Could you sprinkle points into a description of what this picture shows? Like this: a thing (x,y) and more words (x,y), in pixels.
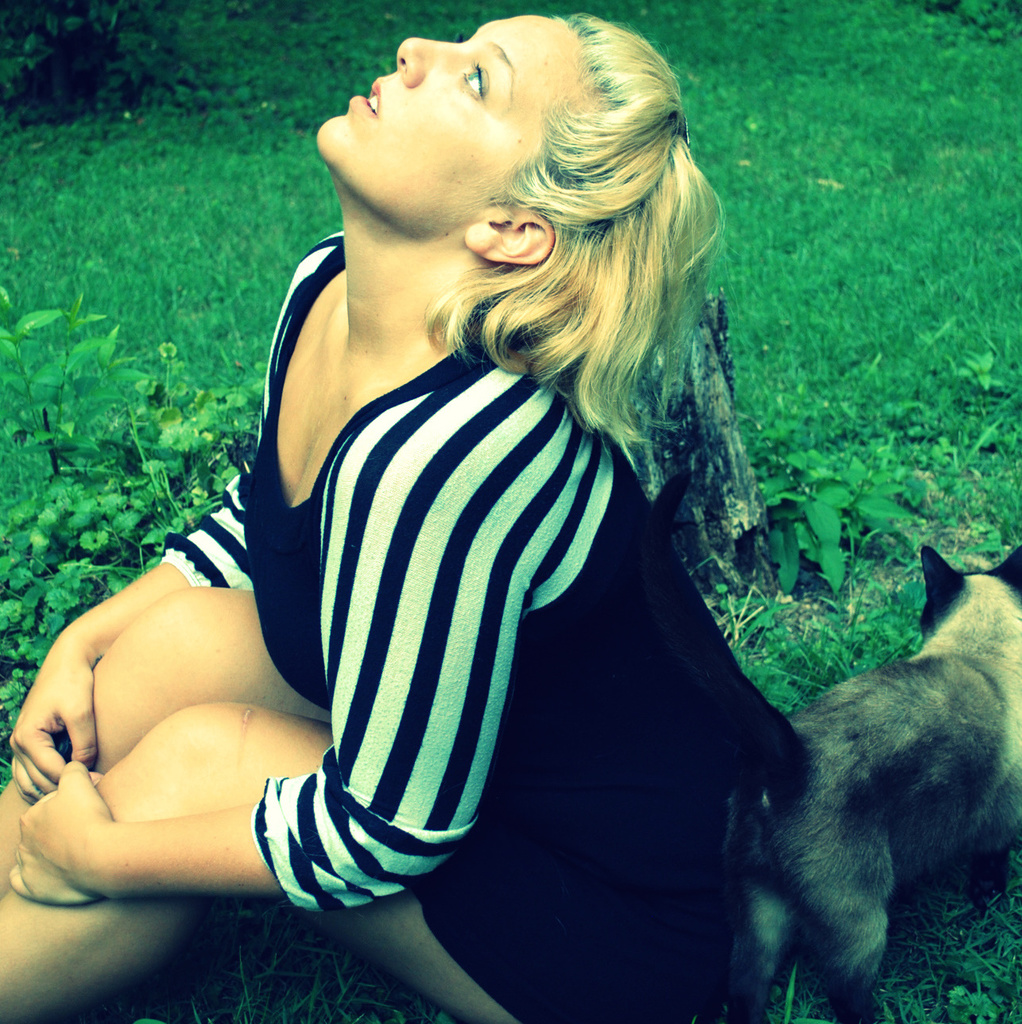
In this image we can see a grassy land (156,116). There are many plants (52,533) in the image. There is a person (469,686) sitting on the ground (914,880). There is a cat (920,829) in the image. There is an object (712,436) behind a person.
